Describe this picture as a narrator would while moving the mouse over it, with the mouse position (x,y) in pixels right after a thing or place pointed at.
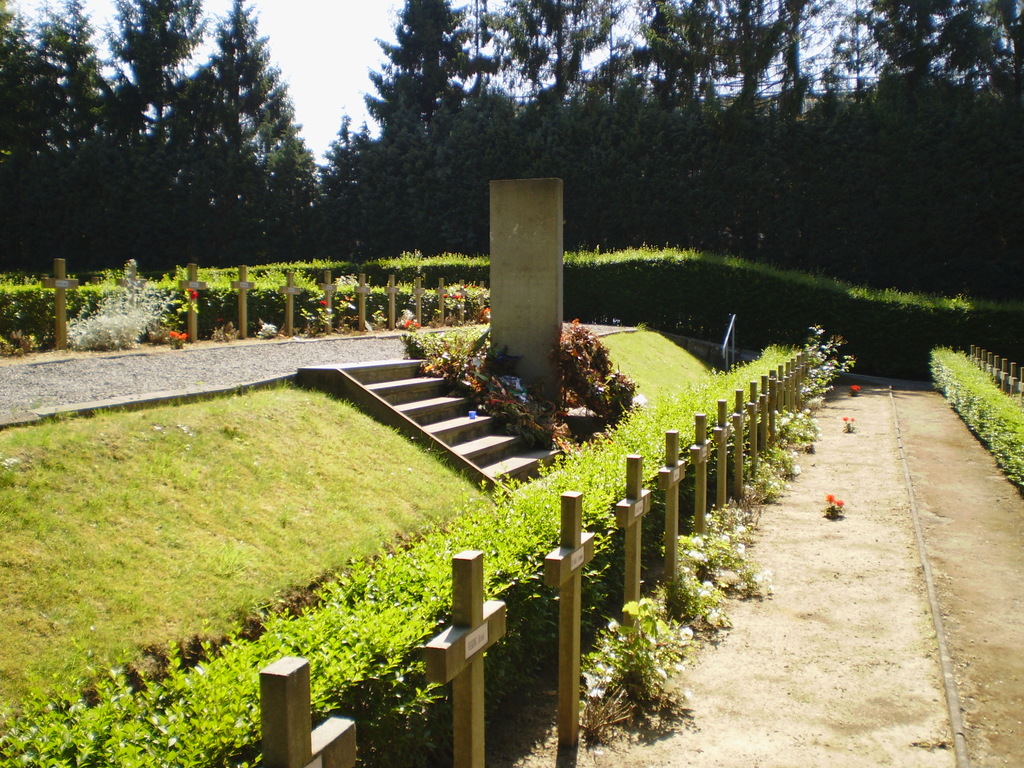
In this picture I can see the stairs (513,446), beside that I can see the plant (630,430) and grass (340,526). At the top (307,62) I can see the sky (314,51) and clouds (313,34).
